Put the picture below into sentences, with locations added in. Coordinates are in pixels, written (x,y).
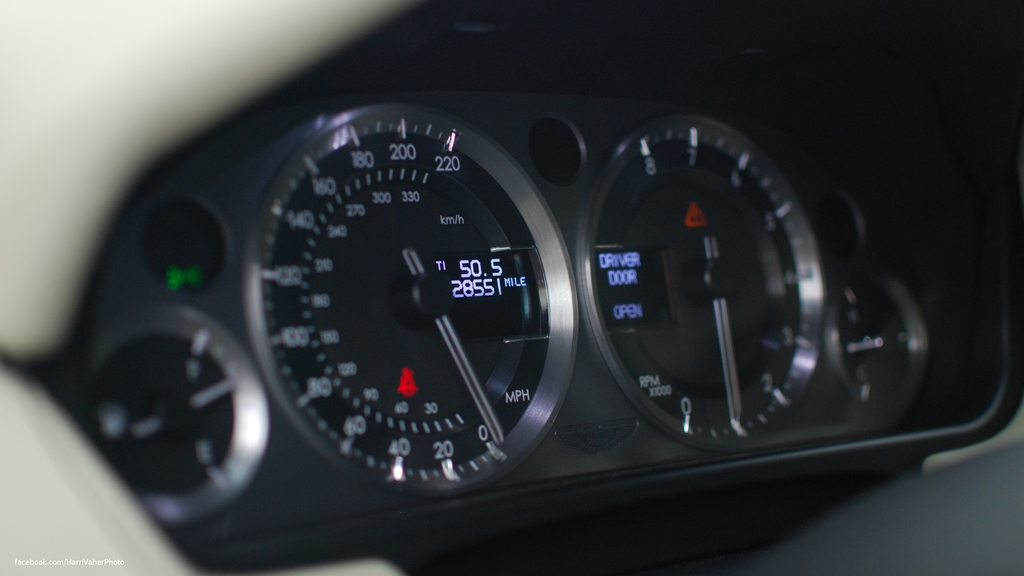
In this image we can see there is a digital meter (467,382) of a vehicle (279,467).
